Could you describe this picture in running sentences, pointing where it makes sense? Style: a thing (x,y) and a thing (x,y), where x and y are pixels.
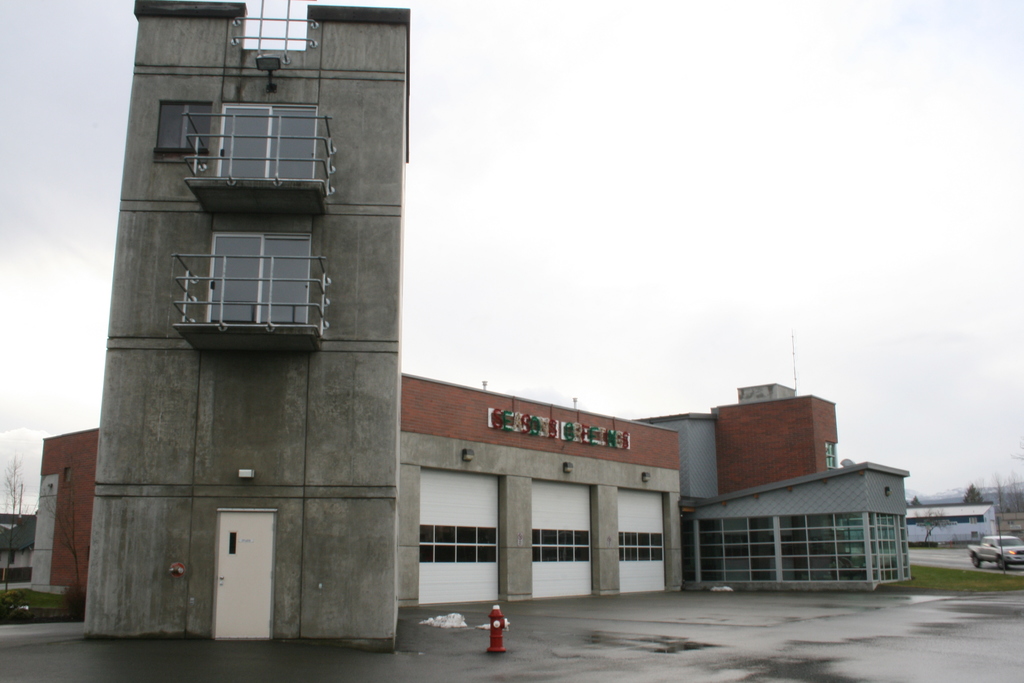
In this image there is a fire hydrant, there is a building (522,480) with windows (904,529), light board (573,429), door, iron grills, and there is a truck (974,556), grass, plants (11,608), buildings (17,546), trees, sky (919,362).
